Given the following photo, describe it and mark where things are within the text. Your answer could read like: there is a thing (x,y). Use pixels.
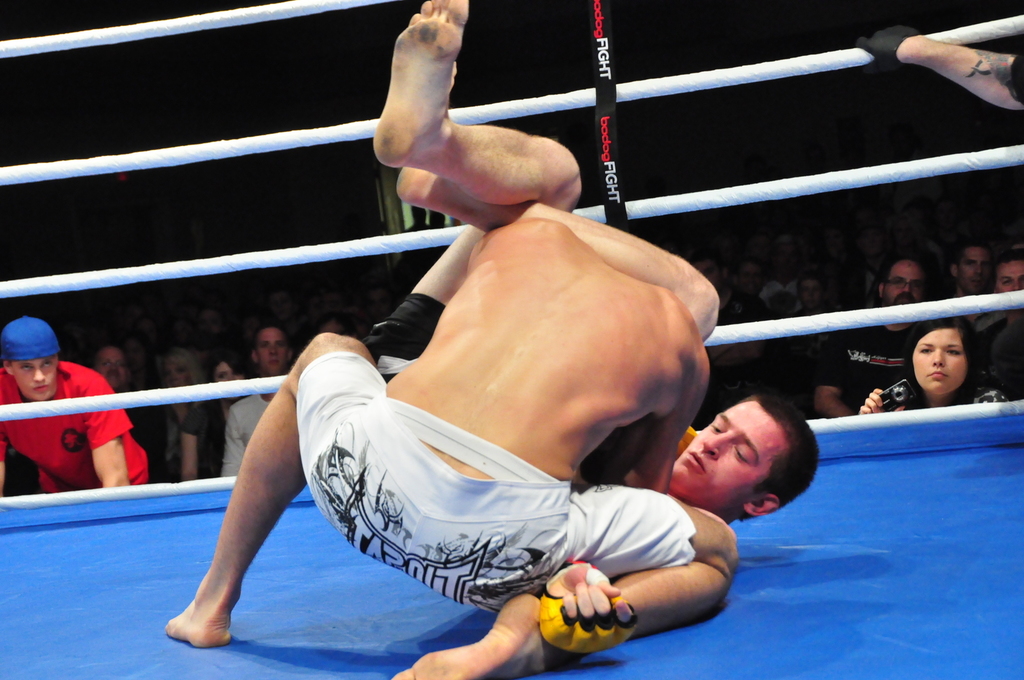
In this image we can see two persons (526,404) are fighting in a boxing court (981,590). Behind people (960,359) are sitting and watching.
